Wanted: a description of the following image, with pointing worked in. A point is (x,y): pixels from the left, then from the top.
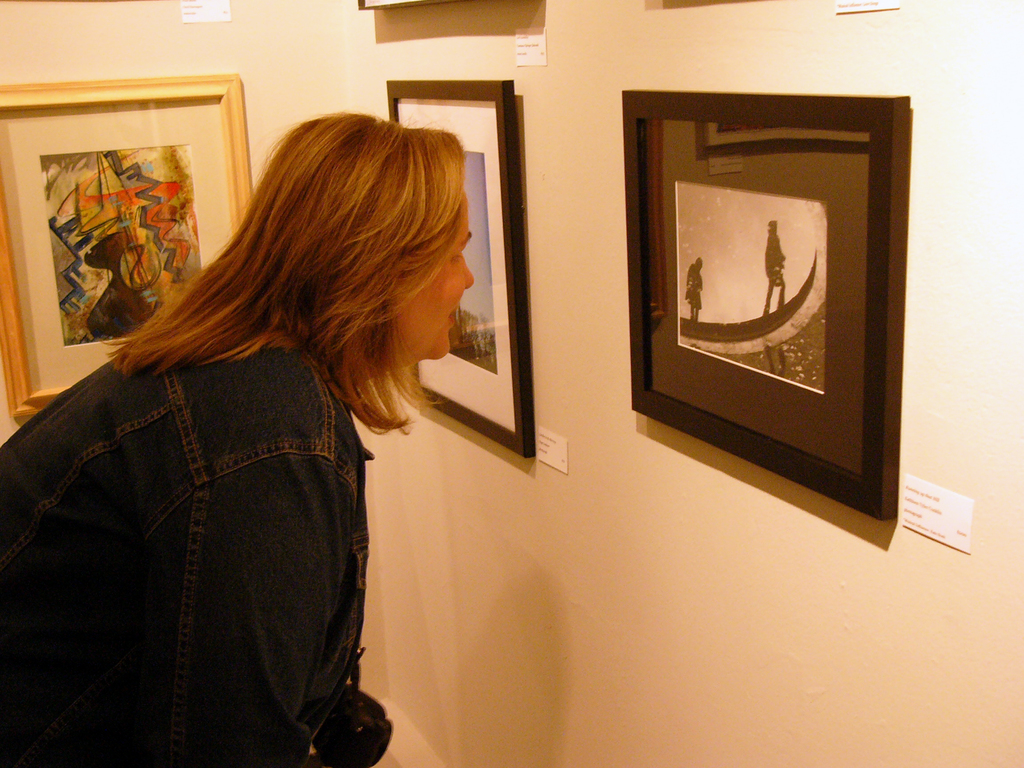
On the left side (153,388) there is a lady (294,554). There is a wall (630,626). On the wall (620,623) there are photo frames (666,175) with paintings (143,179).
